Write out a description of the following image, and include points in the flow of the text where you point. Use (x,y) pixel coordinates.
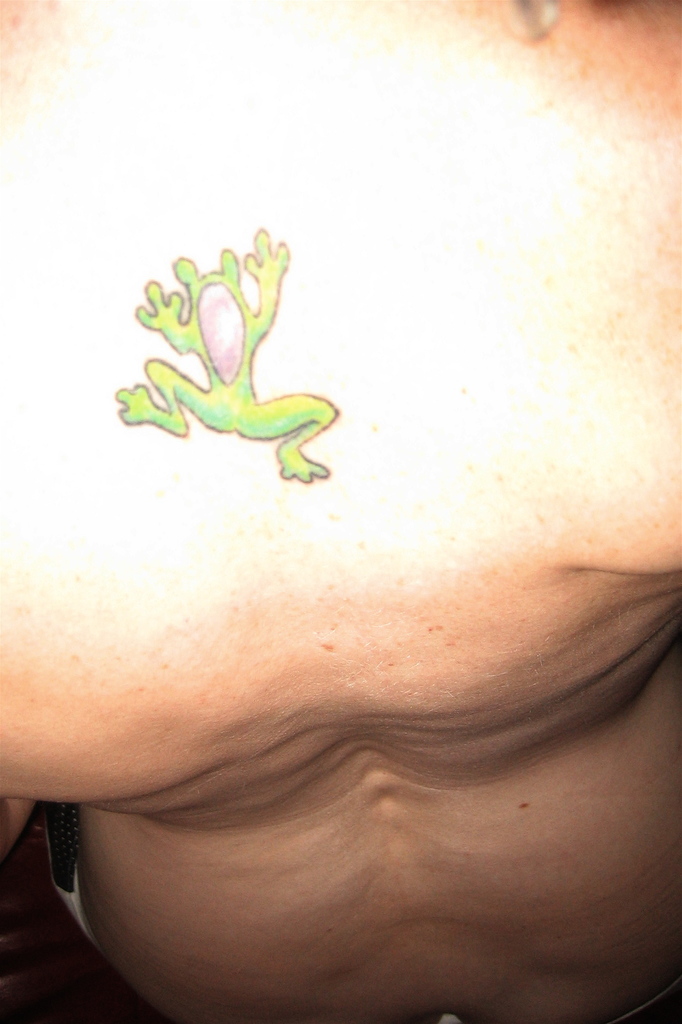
In this image there is a human body (431,735) and there is a tattoo (126,410) on the body (481,461).
